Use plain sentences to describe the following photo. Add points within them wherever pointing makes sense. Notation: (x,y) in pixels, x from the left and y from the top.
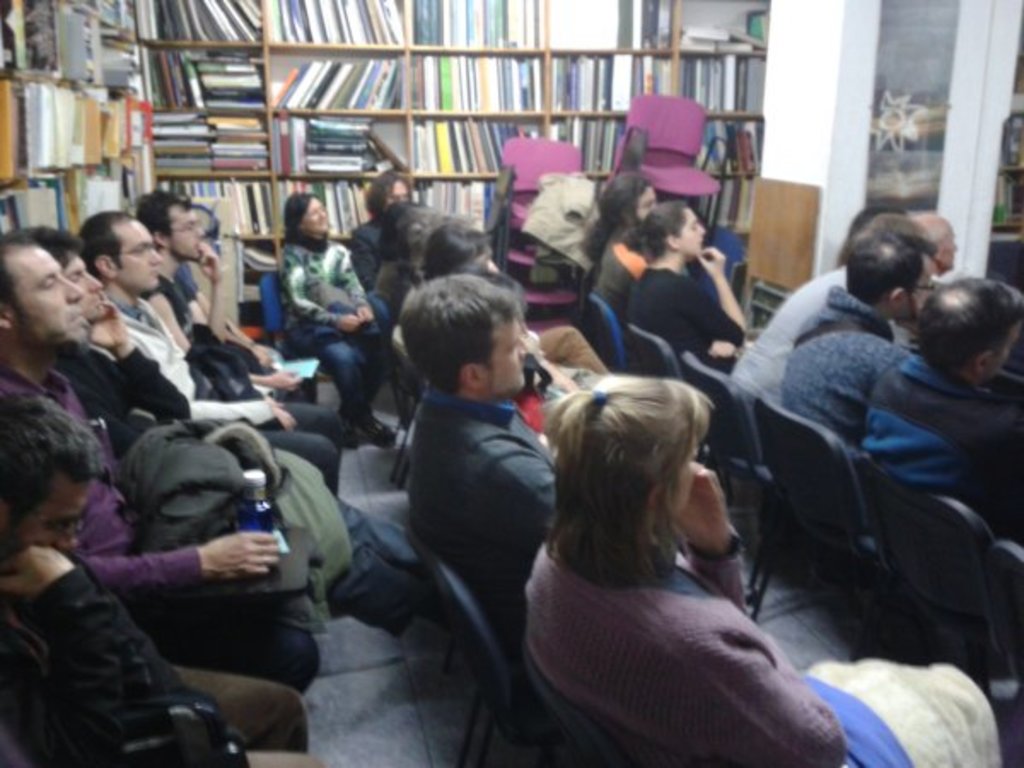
In this image there are group of people (599,450) sitting on the chairs (610,340), and in the background (742,7) there are books (257,223) in the book rack (275,228), and there are chairs (511,182).
